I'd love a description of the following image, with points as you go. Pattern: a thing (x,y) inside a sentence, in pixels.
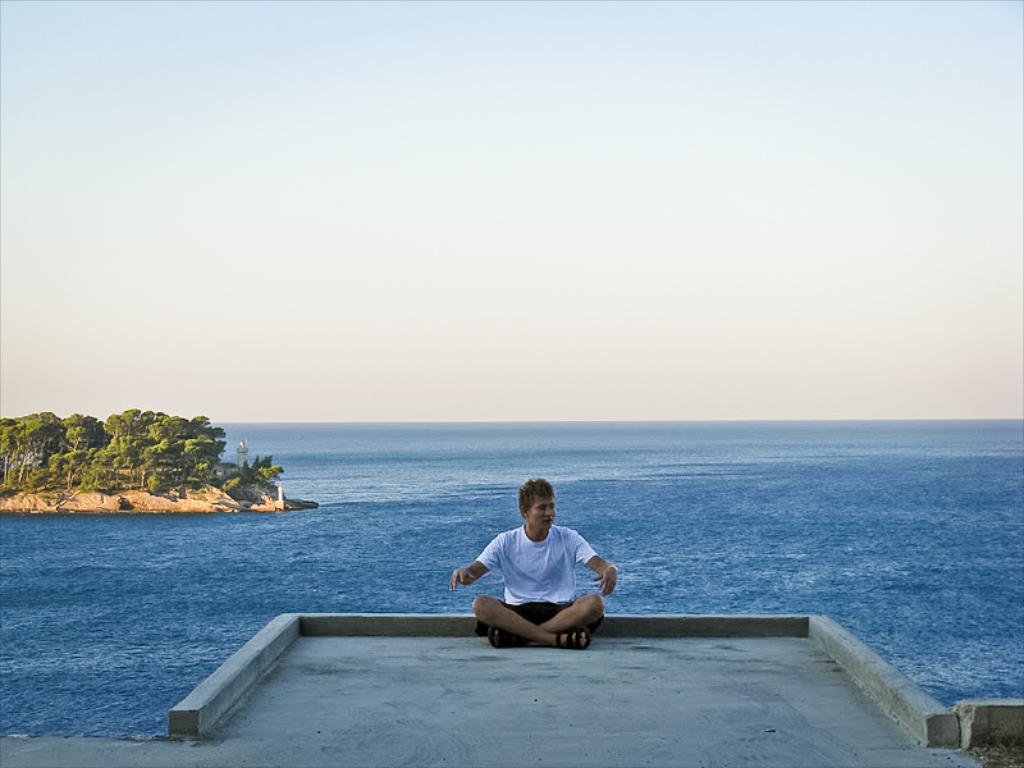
In this picture, we can see a person (587,624) sitting on the floor (610,647), and we can see water (586,503), ground (232,501) with trees (214,454), and the sky (724,285).
